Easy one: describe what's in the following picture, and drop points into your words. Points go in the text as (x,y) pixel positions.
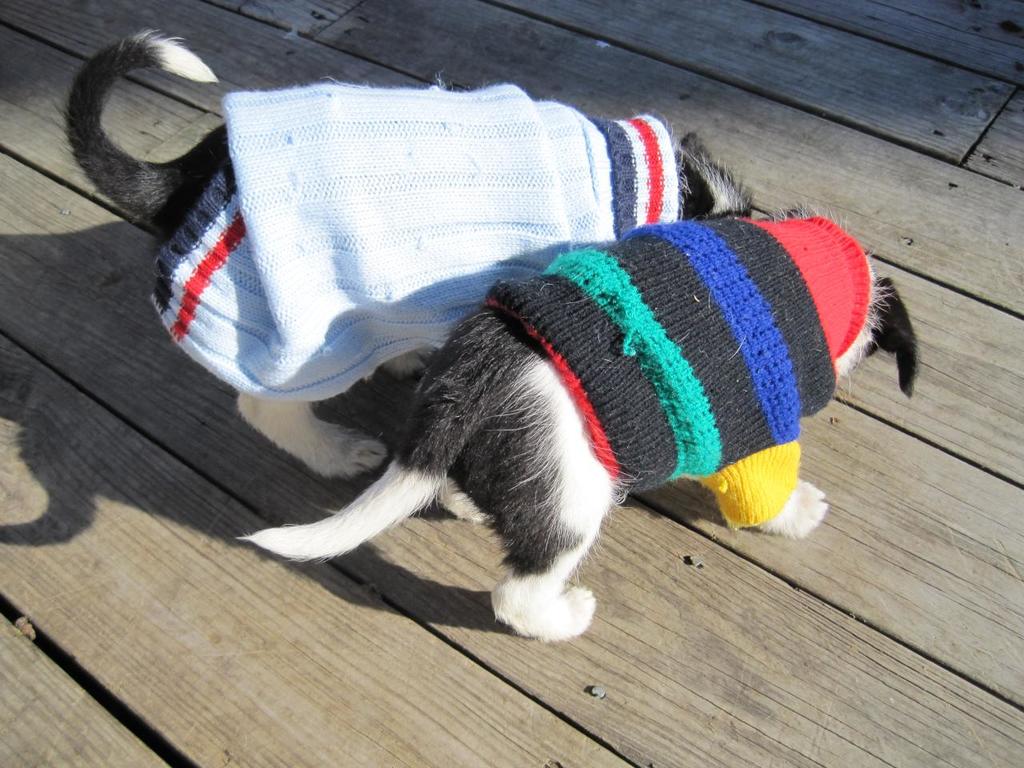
In the foreground of this image (545,222), there are two kittens (428,222) wearing clothes (554,287) are standing on the wooden surface (841,650).
